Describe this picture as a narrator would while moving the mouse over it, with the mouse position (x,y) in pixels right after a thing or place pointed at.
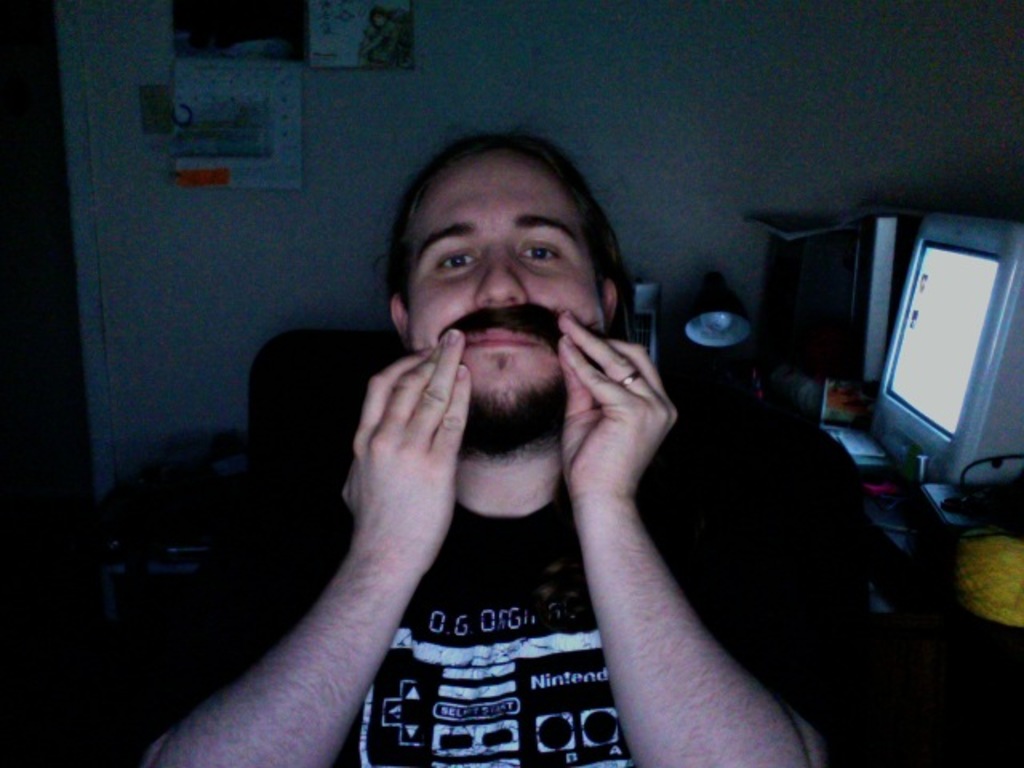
In this image we can see a man (514,511) is sitting. He is wearing black color t-shirt (483,600). Background of the image (154,325) we can see wall (384,105), calendar (261,136), CPU (884,274), monitor (981,347), table light (734,334), black color box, book (950,512) and yellow color thing (965,585).
